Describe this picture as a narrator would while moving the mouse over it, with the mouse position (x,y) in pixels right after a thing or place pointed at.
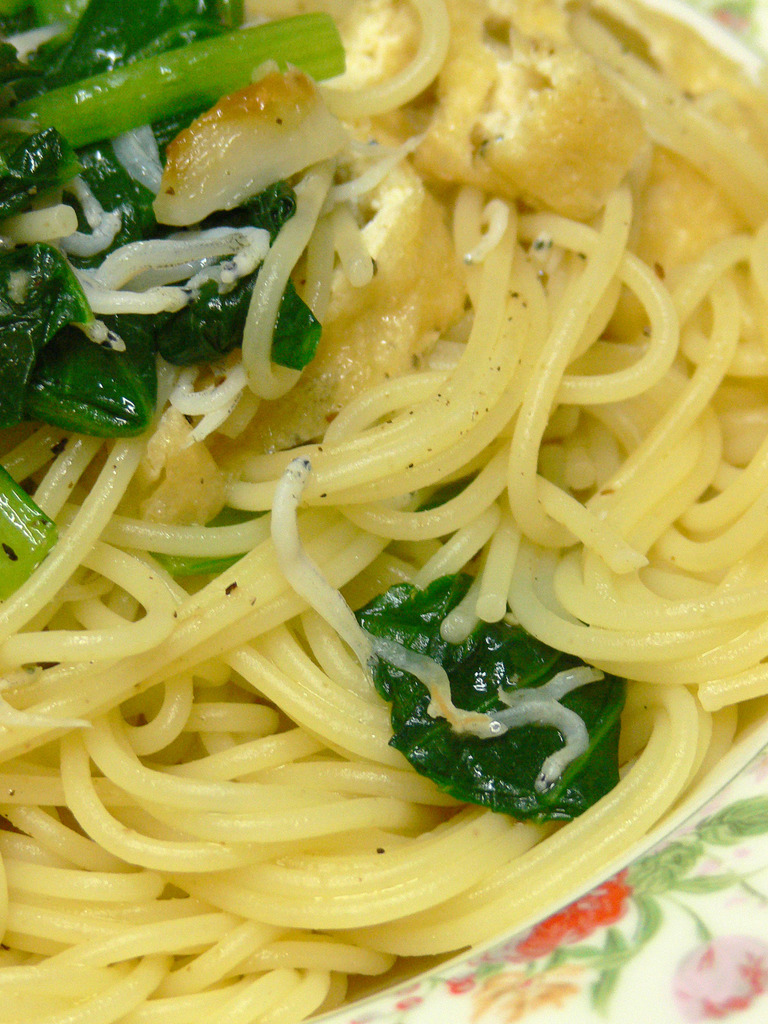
In this image there is a plate (593,944) with spaghetti (536,569) and spinach (40,84) on it.
